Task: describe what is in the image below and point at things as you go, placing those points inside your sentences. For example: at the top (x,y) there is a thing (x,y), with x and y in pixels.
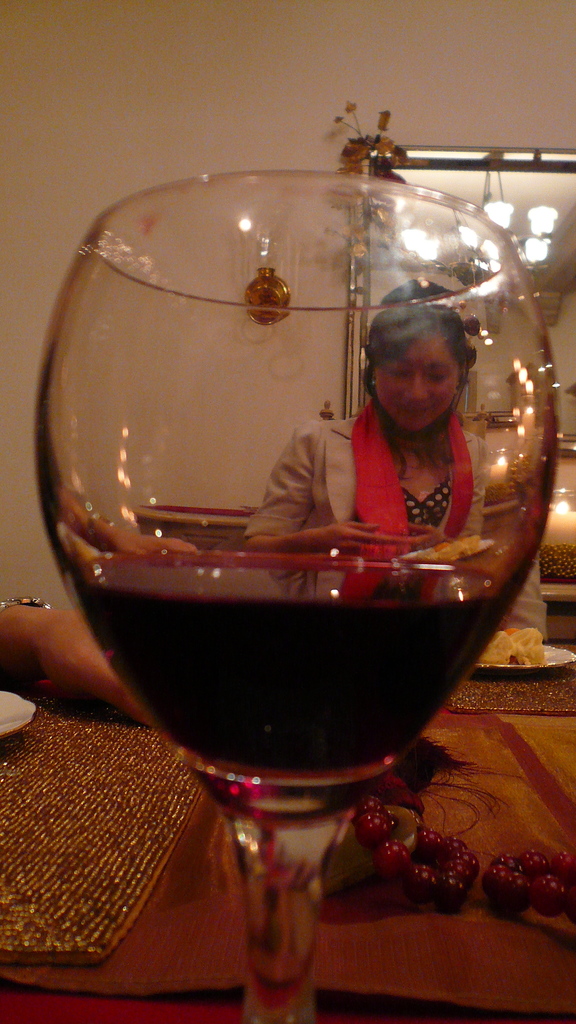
In the middle of the image (284,592) there is a glass (253,583) with a wine (195,583) in it. From the glass (447,361) we can see the image of a lady (379,461). And to the bottom of the image (145,862) there is a table (445,826) with a plate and a few items (519,641) on it. In the background (484,50) there is a wall (301,154) with a mirror (553,251) and a lamp (262,288).
